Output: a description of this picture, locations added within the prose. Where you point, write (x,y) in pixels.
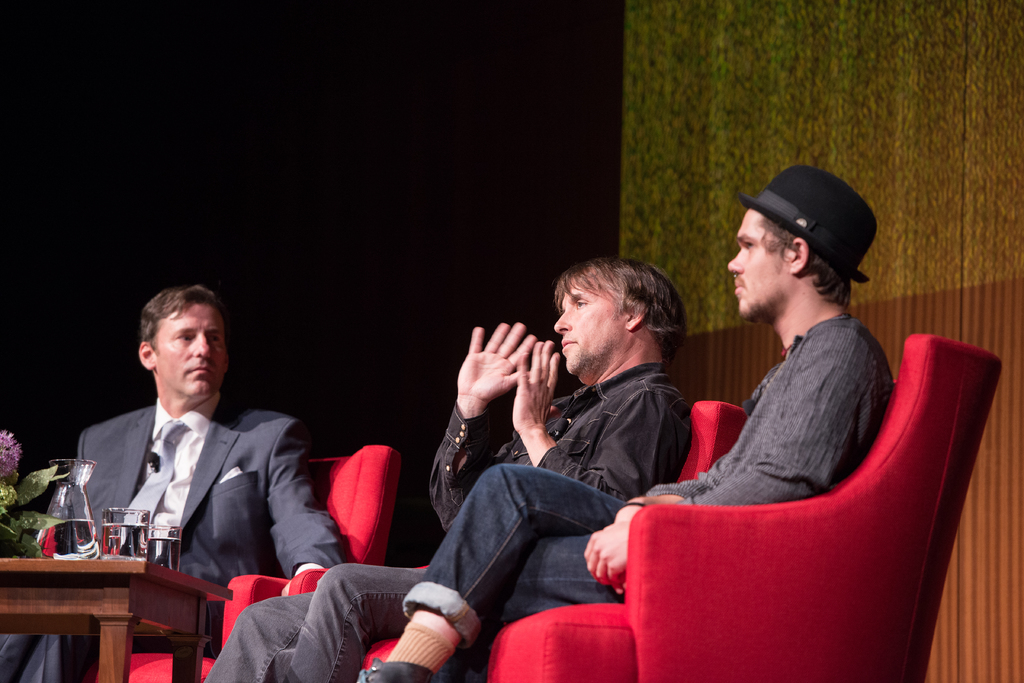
There are three men (620,467) sitting in the sofa chairs (811,541), which are red in color. I think this is a wooden table (150,603). I can see a water jug (73,526), two glasses of water (108,536) and a flower vase (43,521) are placed on the table (142,606). On the right side of the image (873,90), that looks like a cloth (985,461). The background (379,345) looks dark.
